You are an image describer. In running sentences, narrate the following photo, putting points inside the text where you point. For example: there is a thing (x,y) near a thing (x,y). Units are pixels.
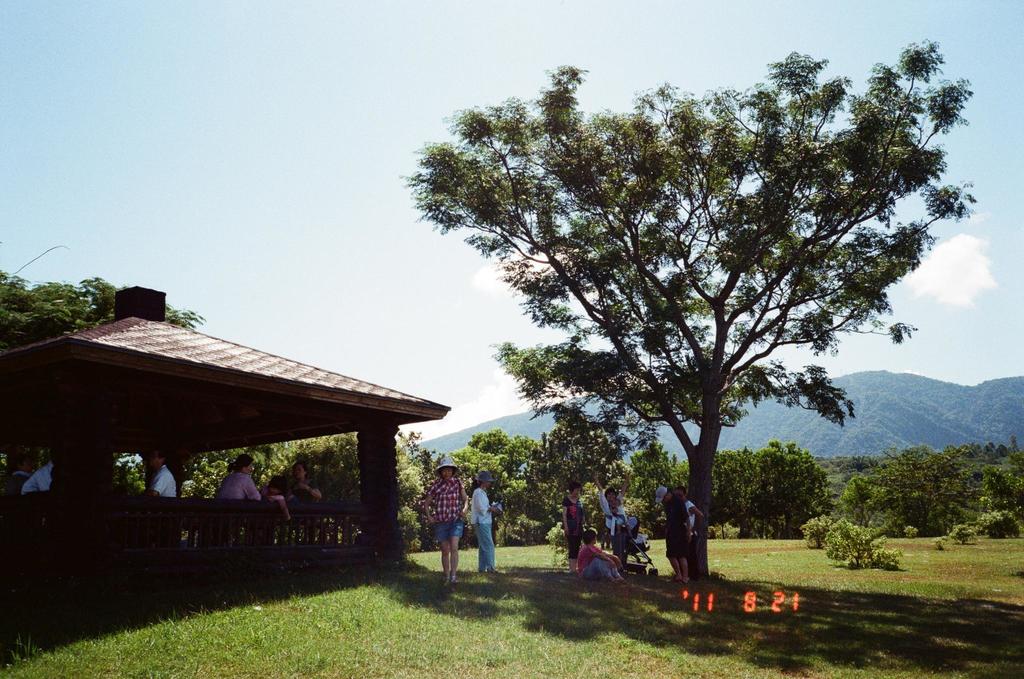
In this image there is grass (542,553), plants (261,477), group of people (277,477), gazebo (238,418), trees (282,457), hills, and in the background (463,393) there is sky (457,427) and a watermark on the image.
